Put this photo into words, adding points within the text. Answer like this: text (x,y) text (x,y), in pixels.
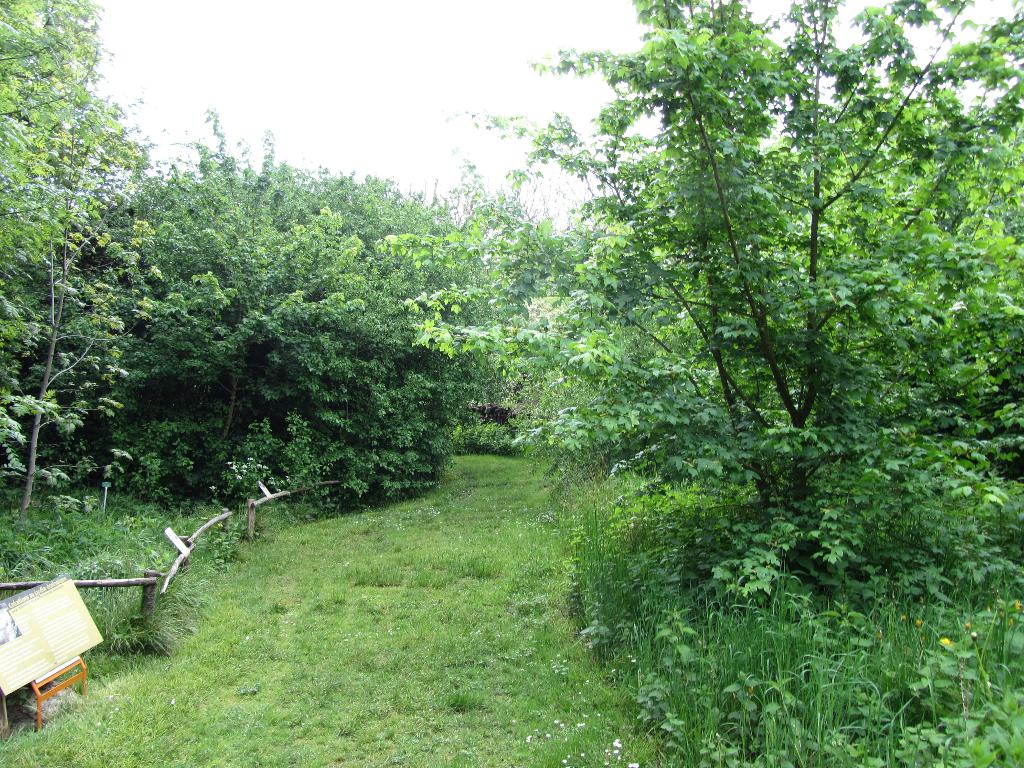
On the left side (330,618), there is a path (472,495) on which, there is grass (318,651) on the ground (349,576). On the right side (939,692), there are plants (911,684) and trees (910,203) on the ground (997,720). In the background (441,346), there is a fence (248,509), there are trees (285,227) and plants (123,532) on the ground (146,500) and there is sky (343,81).
